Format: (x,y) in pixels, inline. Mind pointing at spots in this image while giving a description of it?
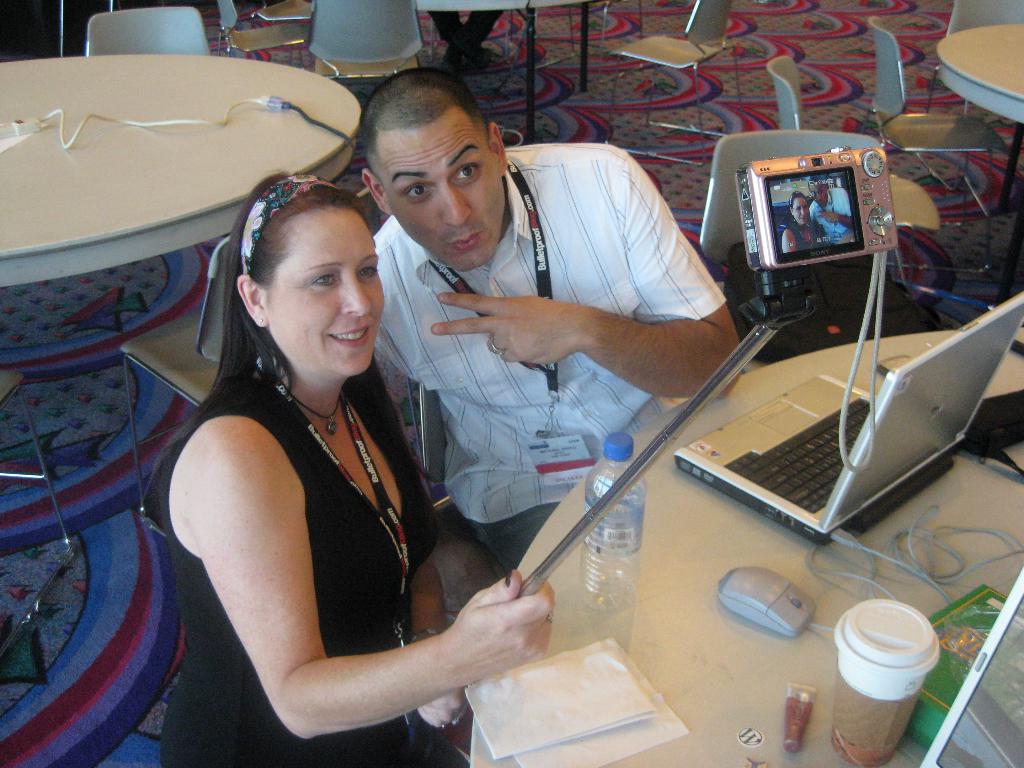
there is a man (633,416) and woman (255,296) wearing a black tag (290,404) posing to the camera in front of them there is a table (679,494) with the laptop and the coffee cup (838,690) on it.
